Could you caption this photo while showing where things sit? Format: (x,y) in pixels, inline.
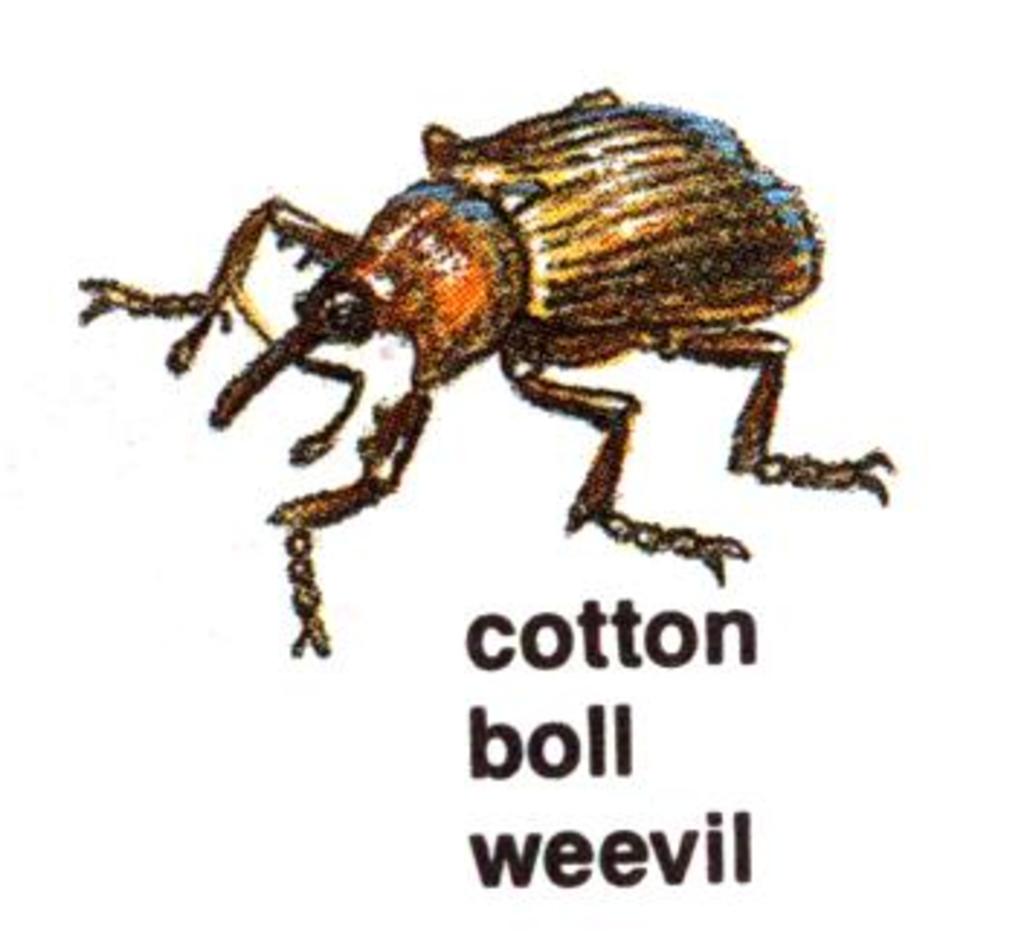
In this image there is an art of a insect (144,307), and there is a name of the insect (837,479).
